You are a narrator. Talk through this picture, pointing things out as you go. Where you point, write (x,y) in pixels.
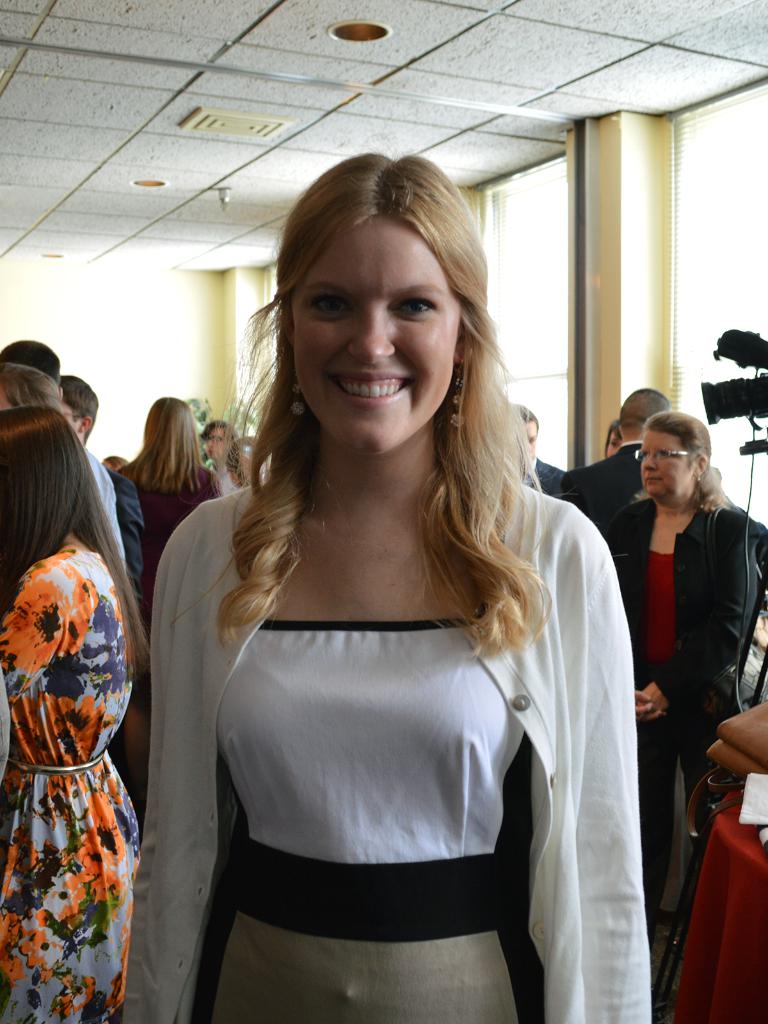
In this picture there are people (424,408) standing, among them there is a woman (204,912) standing and smiling. In the background of the image (736,312) we can see wall (170,309) and glass (722,462). At the top of the image (762,77) we can see ceiling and lights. On the right side of the image (731,775) we can see camera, bag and objects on the table (745,840).
